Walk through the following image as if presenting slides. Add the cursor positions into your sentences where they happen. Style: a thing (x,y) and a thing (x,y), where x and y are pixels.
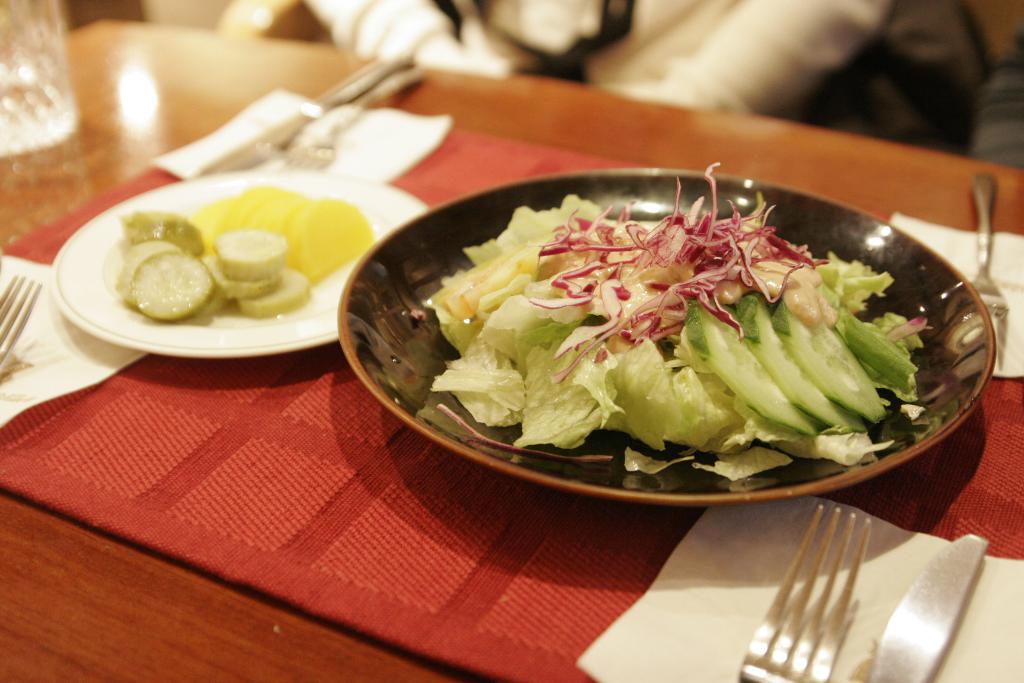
In this image, we can see a table (584,127) with some objects (213,572) like a cloth (251,555). We can also see some food items (485,398) in plates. We can see some forks (995,299), knives (918,603), tissues (605,645). We can also see a white colored object (373,21) at the top (362,10).
